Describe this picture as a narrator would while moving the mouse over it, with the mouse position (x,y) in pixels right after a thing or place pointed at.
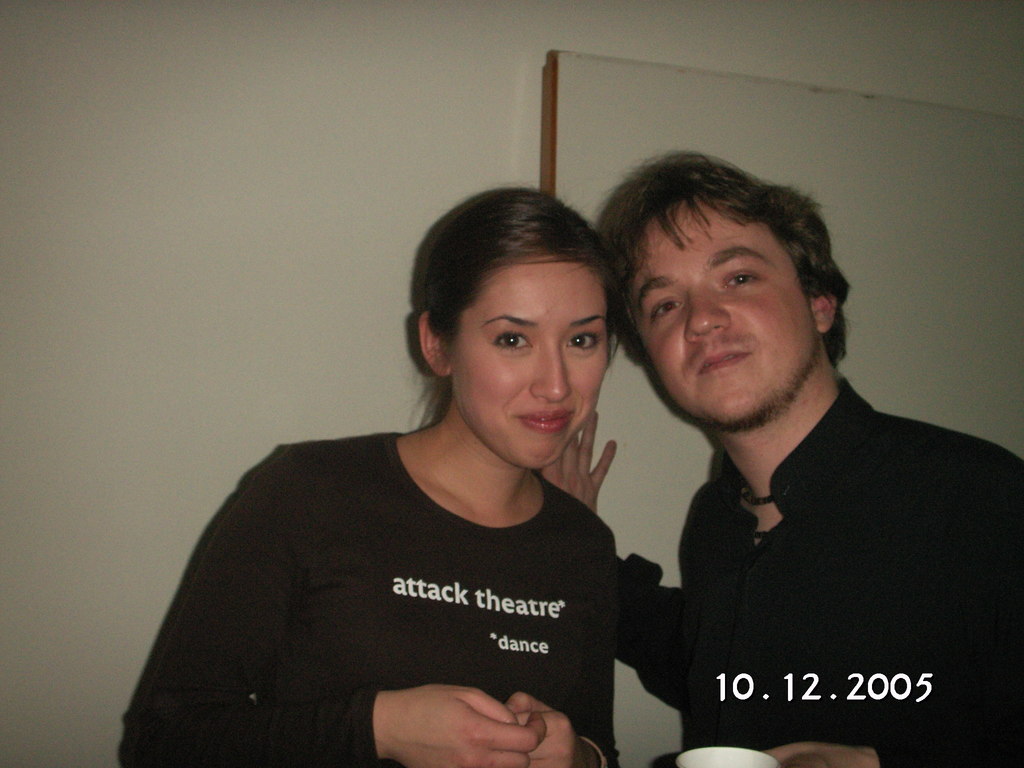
In this image I can see two people (715,496) are wearing black color dresses (548,508). Background (355,122) is in white color.
